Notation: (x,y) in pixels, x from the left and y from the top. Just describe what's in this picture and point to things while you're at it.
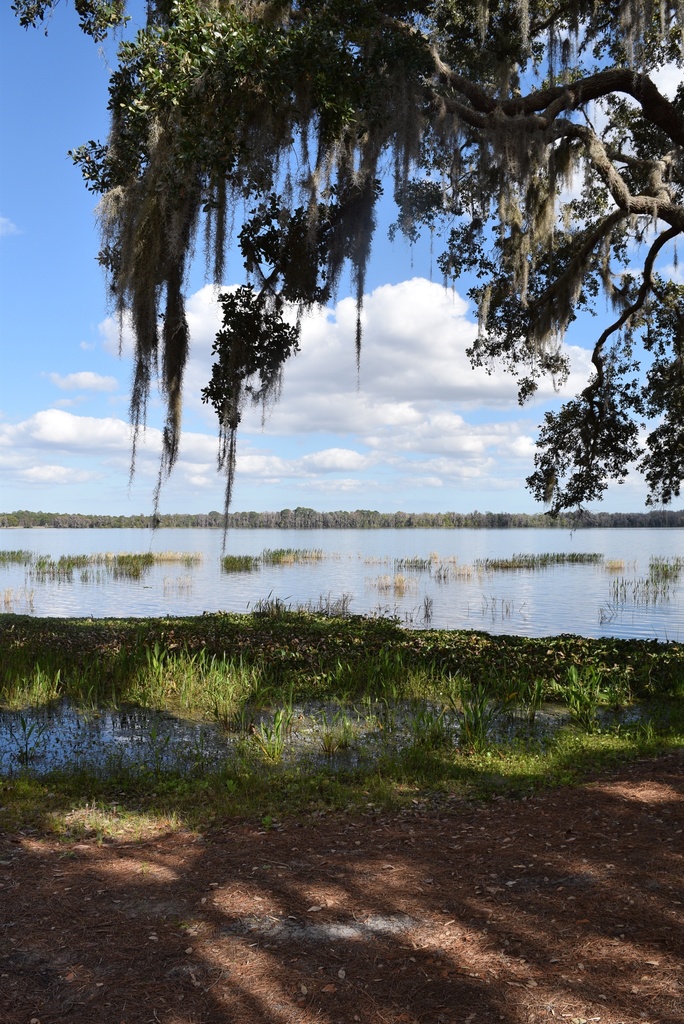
In this image we can see the river (258,534), some grass (672,566) in the water (475,548), some grass (348,683) on the ground (384,788), some dried leaves (414,944) on the ground (292,944), some trees (400,517) on the ground (374,899) and at the top (10,132) there is the sky (262,433).
